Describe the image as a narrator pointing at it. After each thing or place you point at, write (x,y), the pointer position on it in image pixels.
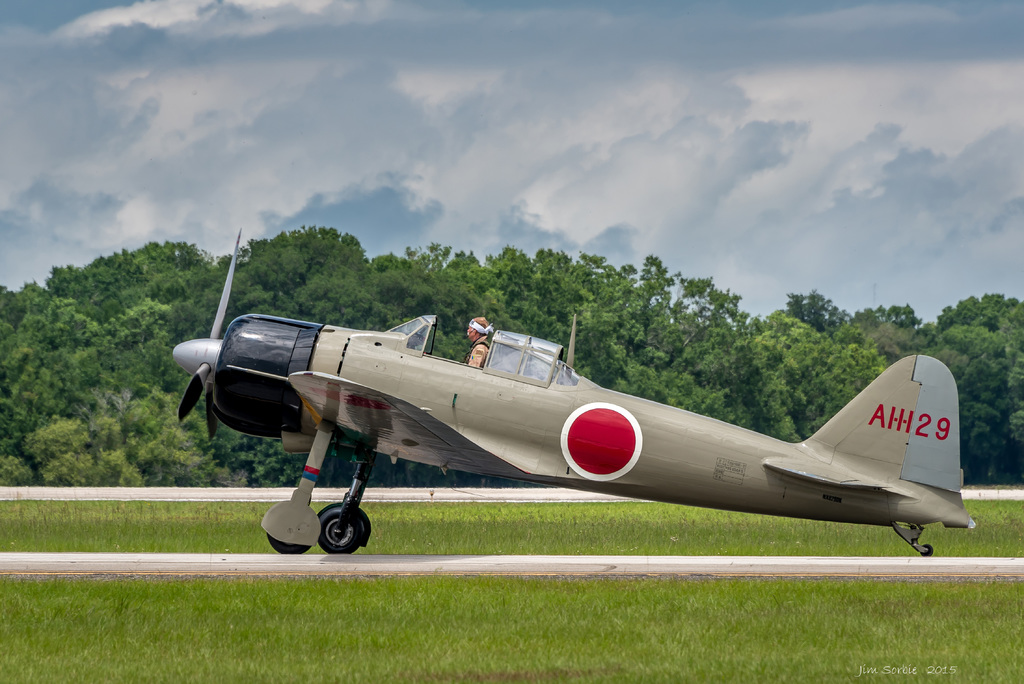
In the foreground of the picture (473,540) there are runway (142,561), grass (83,536) and a aircraft (468,448). In the background (65,350) there are trees (308,314). Sky (57,58) is cloudy. In the aircraft (440,401) there is a person (483,342).
